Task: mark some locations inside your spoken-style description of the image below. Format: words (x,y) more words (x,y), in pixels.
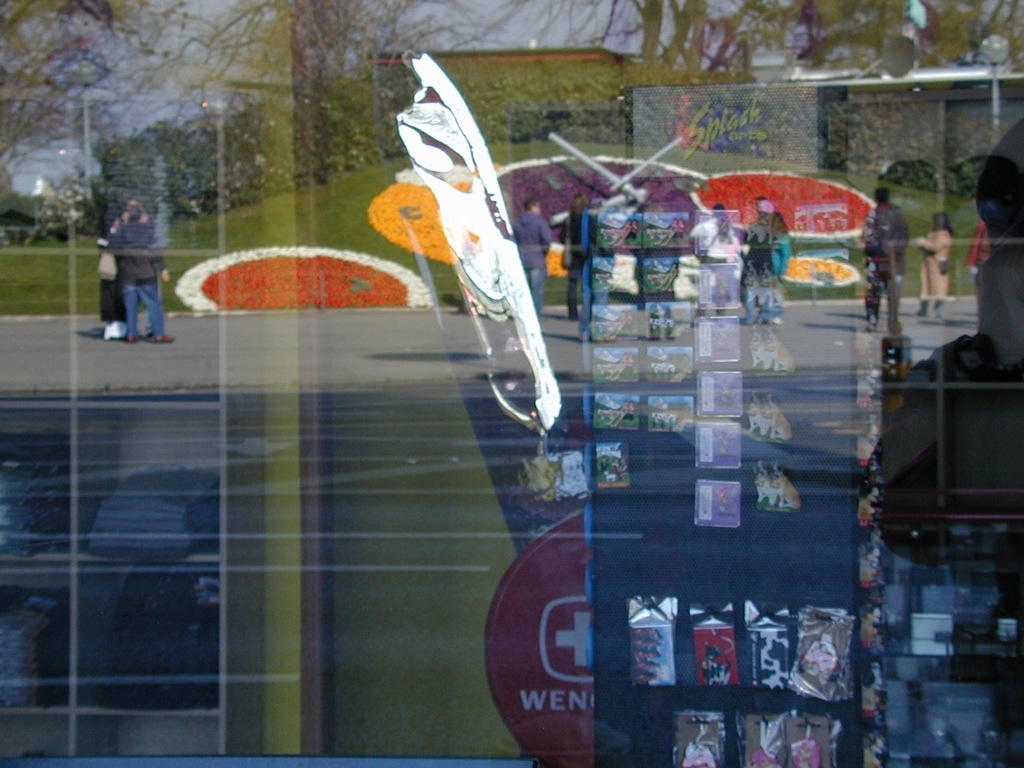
In this image in the center (539,365) there is a mirror (231,361) and behind the mirror (574,380) there are objects (625,279) which are black and red in colour and there is a reflection (530,282) of the persons (574,284) on the mirror (586,251) and there is grass (296,194), trees reflection (287,137) reflecting on the mirror (255,283).
